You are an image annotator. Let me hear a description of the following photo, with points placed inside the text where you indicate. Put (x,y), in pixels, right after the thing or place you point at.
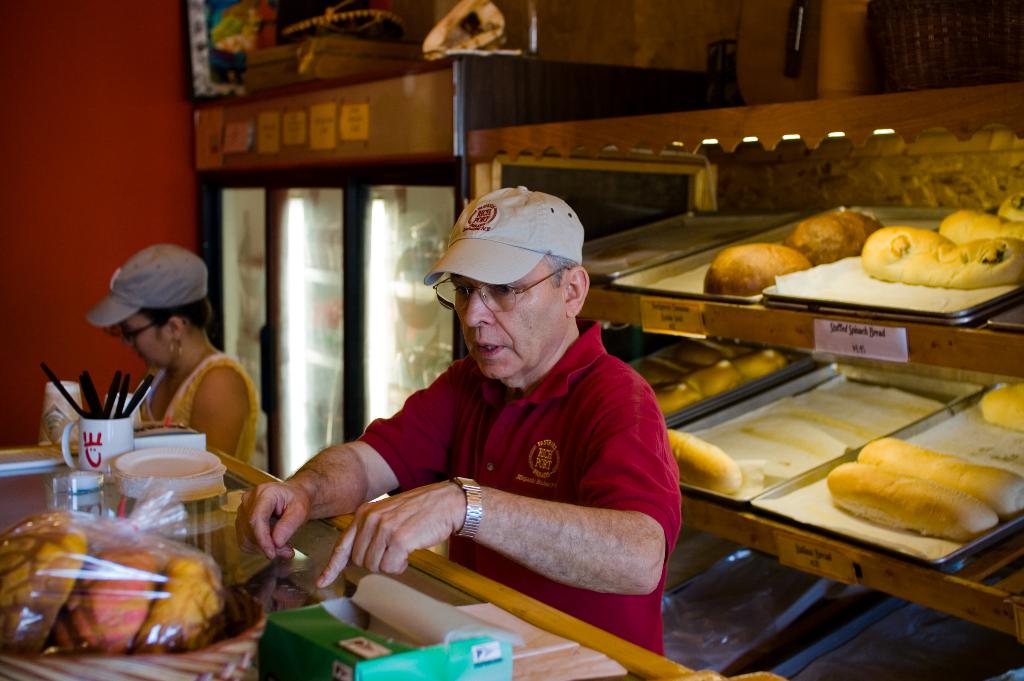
In this image we can see this person (494,391) wearing red T-shirt (494,391), cap (520,261), spectacles (490,304) and watch (475,529) is standing near the table (294,560). Here we can see food items (62,629) in the basket (172,647), tissues (383,634), plates (175,482), mug (110,441) in which something kept and glasses (77,486) placed on the table (230,533). In the background (855,244), we can see food items (794,233) placed on the trays (755,348) which is kept on the shelves (844,547), person (194,350) standing here and the refrigerator (245,207).
